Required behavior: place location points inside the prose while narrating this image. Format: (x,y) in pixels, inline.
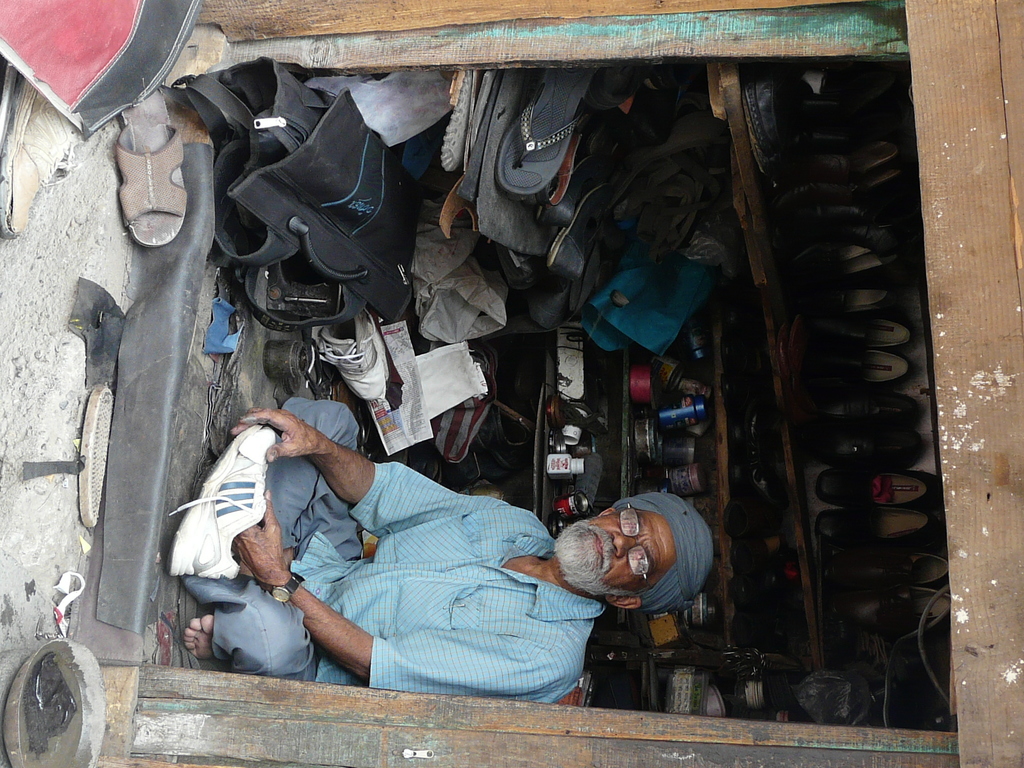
In the picture we can see a small shop (808,670) with full of foot wear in it and a man (474,618) is sitting in the shop (781,657) and holding a shoe (190,551).
